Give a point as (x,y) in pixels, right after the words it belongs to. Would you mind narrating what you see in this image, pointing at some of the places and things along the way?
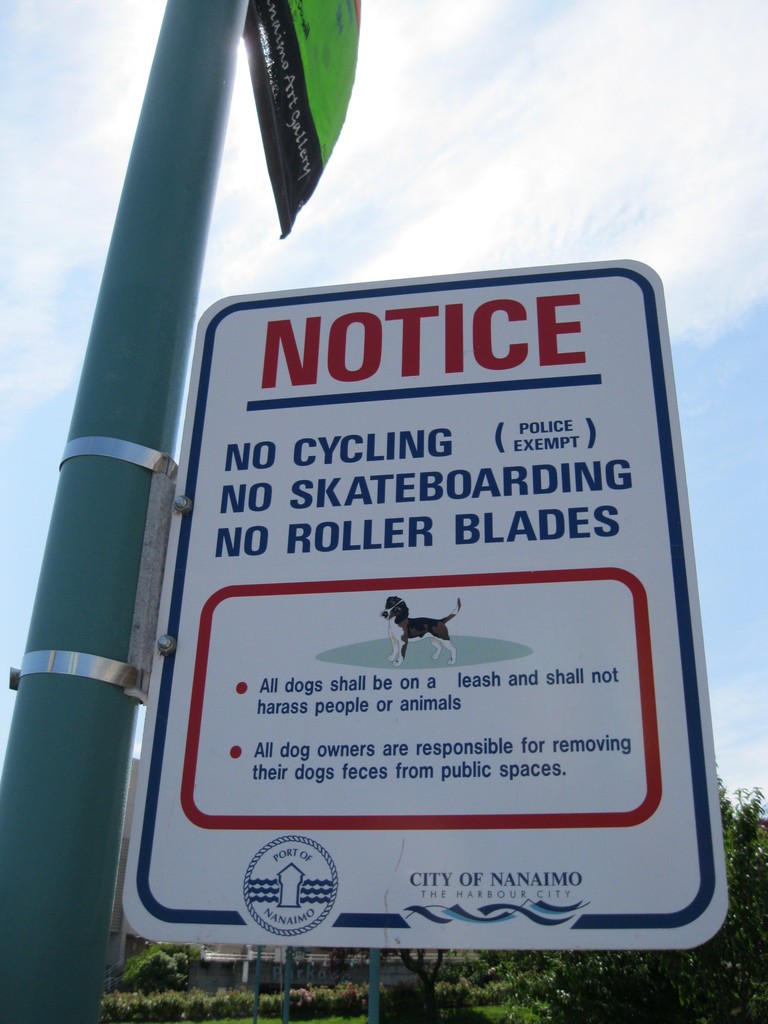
In this image in the front (207,662) there is a board (358,668) with some text (426,683) and image (408,661) on it and there is a pole (160,432). In the background (679,148) there are trees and the sky (481,151) is cloudy and on the top (331,66) there is a banner (294,45) hanging with some text (289,60) written on it.
